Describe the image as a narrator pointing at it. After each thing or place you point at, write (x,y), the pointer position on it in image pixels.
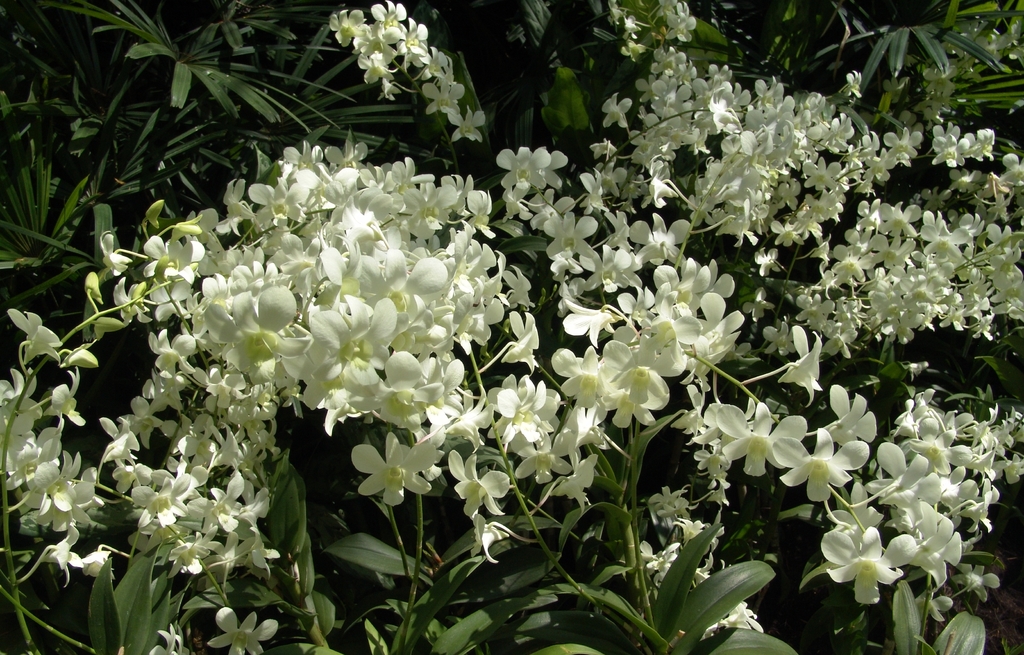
In this image we can see the white color flowers (479,333) to the plant (460,119).
